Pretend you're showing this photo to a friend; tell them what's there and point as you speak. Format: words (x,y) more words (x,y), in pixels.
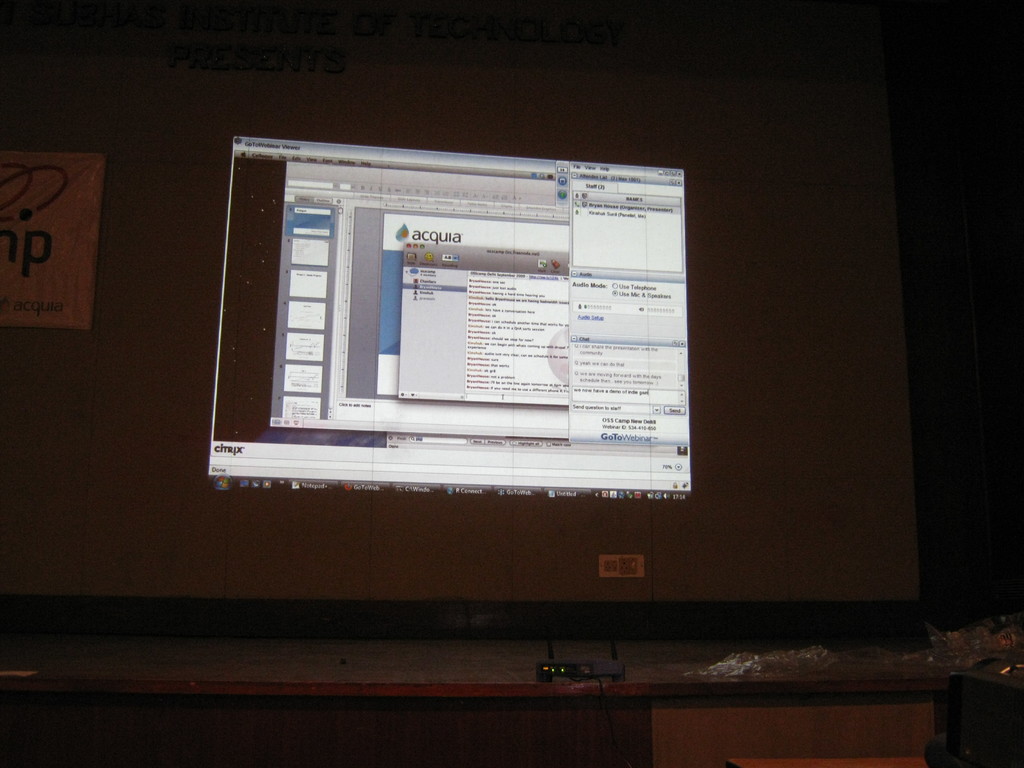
In the center of the image (433,494) we can see a screen (363,478). At the bottom (555,681) there is a router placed on the table (533,712).
